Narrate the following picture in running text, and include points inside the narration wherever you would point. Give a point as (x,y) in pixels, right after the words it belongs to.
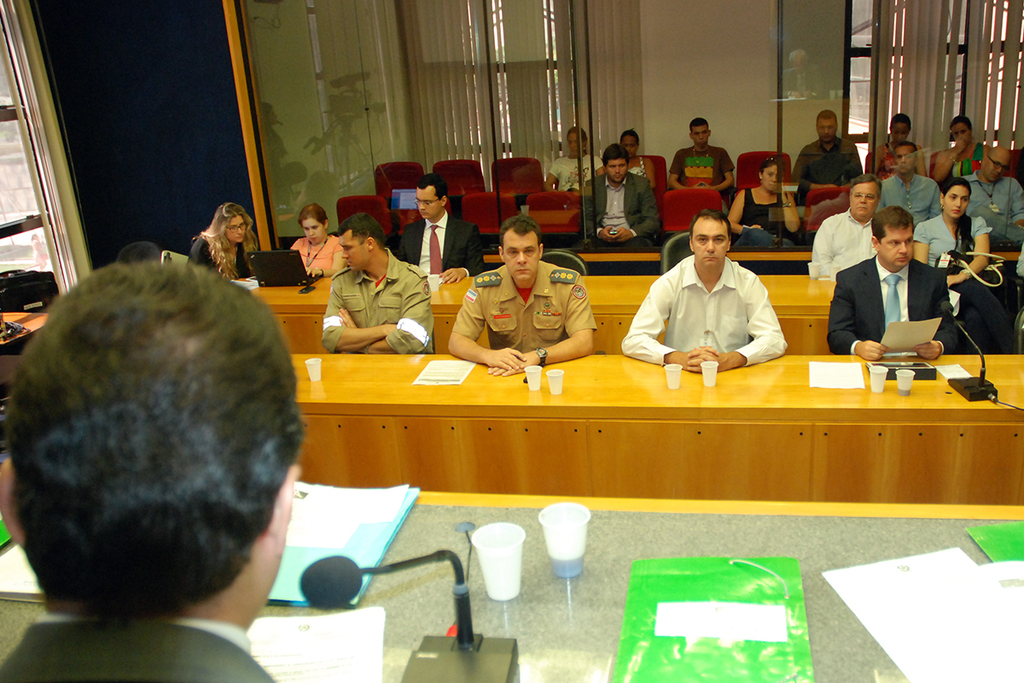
In this image I can see there are group of people (651,325) who are sitting on a chair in front of the table (721,402). On the table (681,391) we have a few cups (535,390), a microphone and other objects (429,374) on it.
